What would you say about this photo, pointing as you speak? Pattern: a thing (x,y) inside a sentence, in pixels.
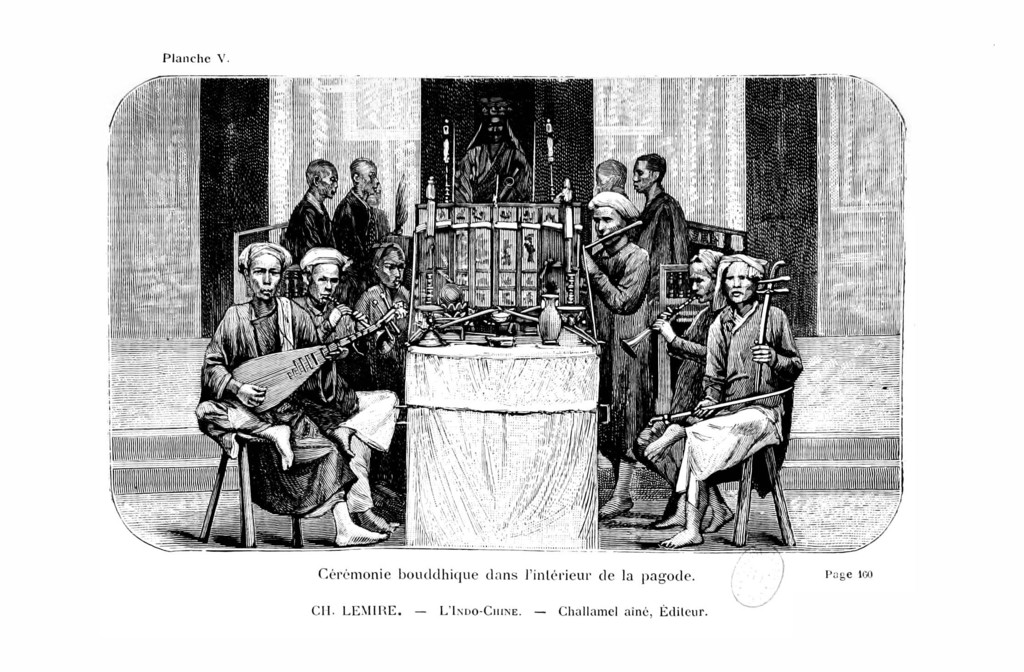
This is a black and white picture. In this picture, we see five people (360,356) are sitting on the chairs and they are playing the musical instruments (274,379). Beside them, we see a man (634,363) is playing the musical instrument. In front of them, we see a table (592,456) on which some objects (541,334) are placed. Beside them, we see five people (670,210) are standing. In the background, we see a statue (458,178). We see the staircase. At the bottom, we see some text (568,574) written on it. This picture might be a poster.
